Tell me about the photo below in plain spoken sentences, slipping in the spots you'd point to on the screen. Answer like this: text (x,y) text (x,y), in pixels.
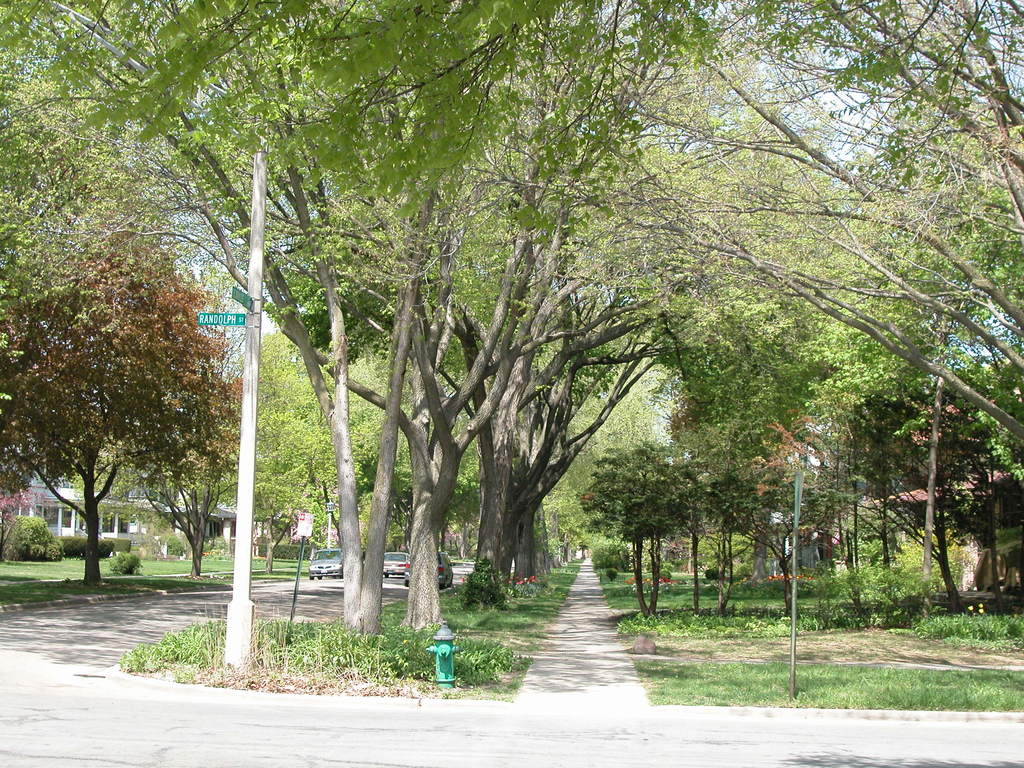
In this picture I can see few cars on the road (271,600), side we can see some buildings (105,510), trees (371,464).
